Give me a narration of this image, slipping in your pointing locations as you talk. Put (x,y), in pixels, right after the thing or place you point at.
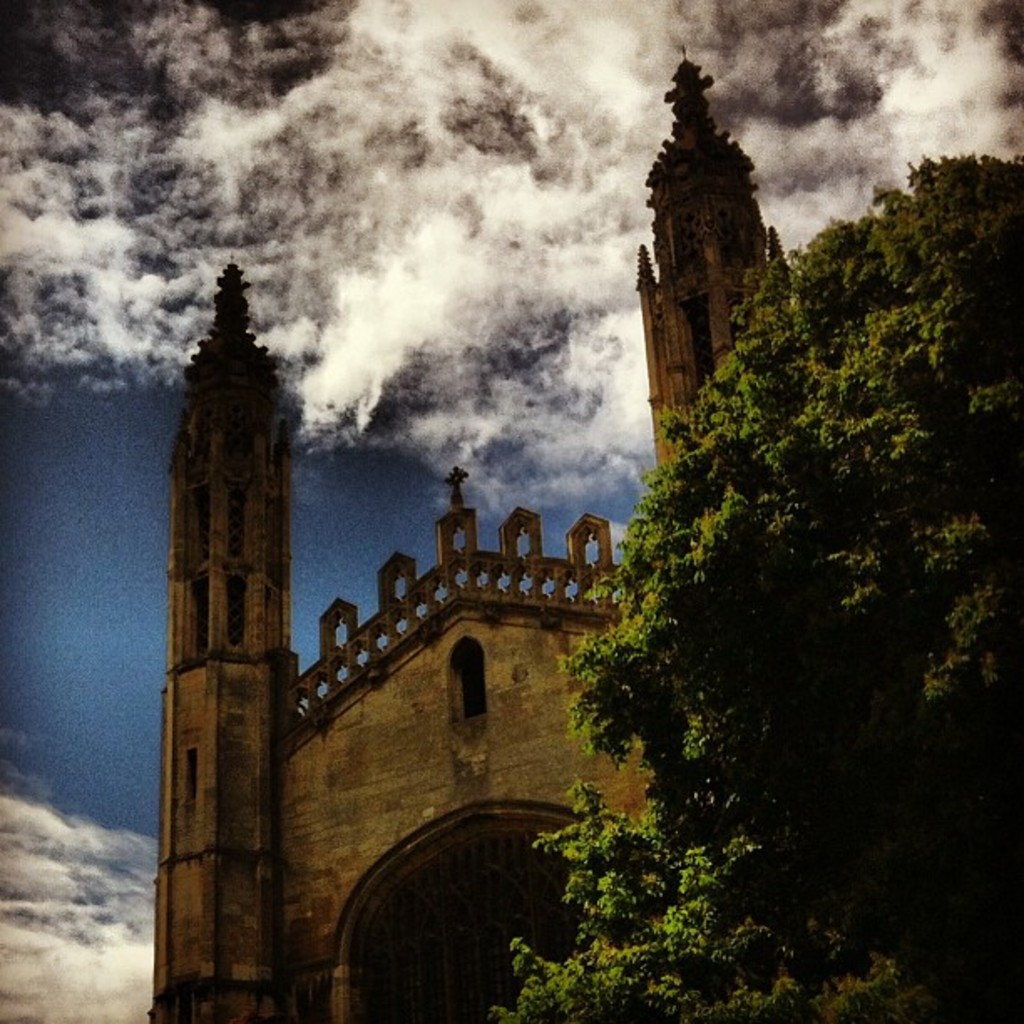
There is a building (402,676). On the right side (825,768) there is a tree (808,546). In the background (277,170) there is sky (242,237) with clouds (513,258).
